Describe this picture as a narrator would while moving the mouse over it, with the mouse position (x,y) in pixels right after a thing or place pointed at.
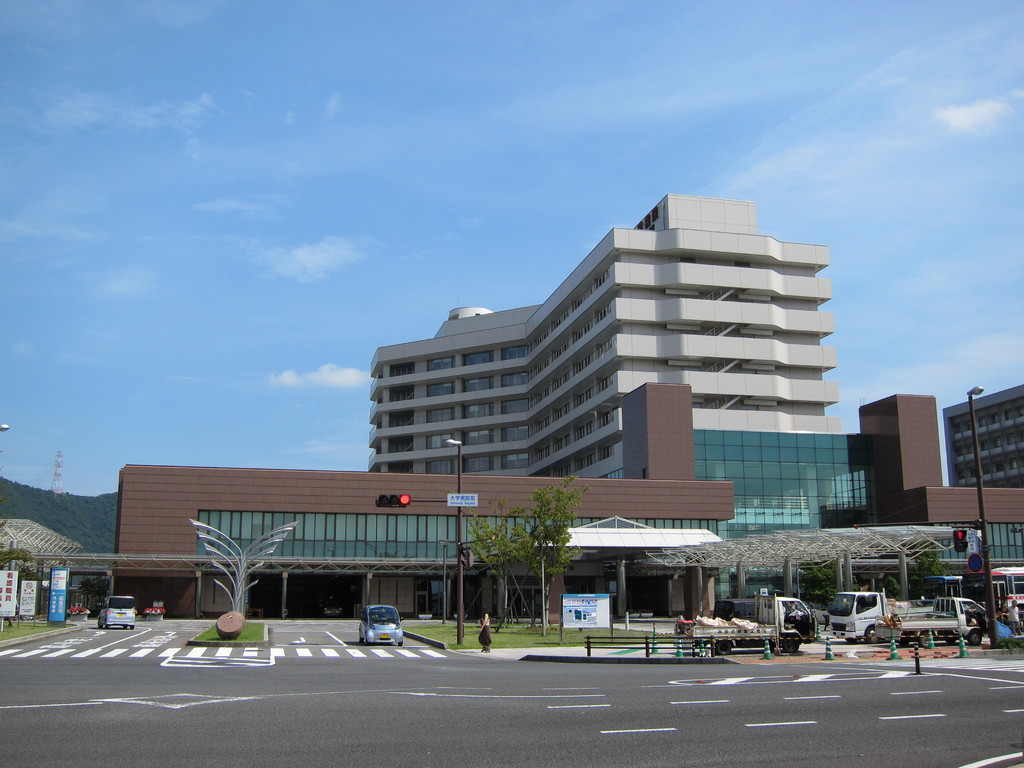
Here we can see buildings (696,591), poles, trees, vehicles (715,636), boards (601,610), cars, grass (510,636), and traffic cones (705,642). There is a road (423,711). In the background (90,521) we can see a mountain (94,509), tower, and sky (310,297).
